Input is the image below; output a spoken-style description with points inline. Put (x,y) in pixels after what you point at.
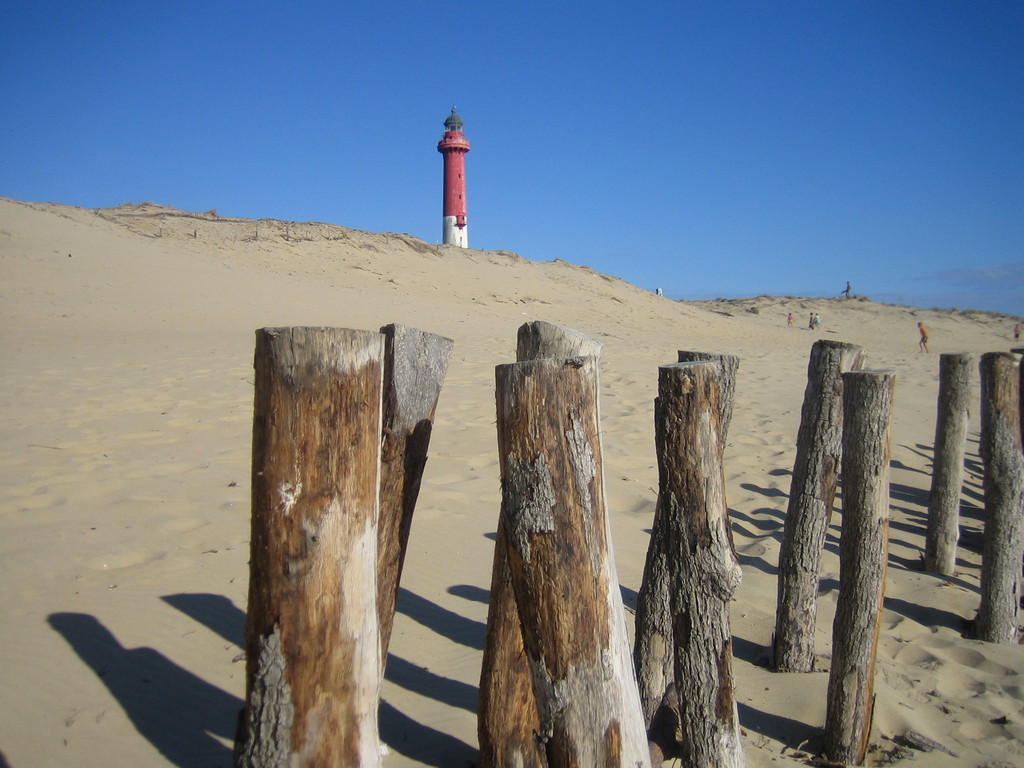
In this picture there are some wooden logs (555,479) placed in the sand (649,437). Behind there is a red color light house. On the right side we can see some people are playing in the sand (792,356).
